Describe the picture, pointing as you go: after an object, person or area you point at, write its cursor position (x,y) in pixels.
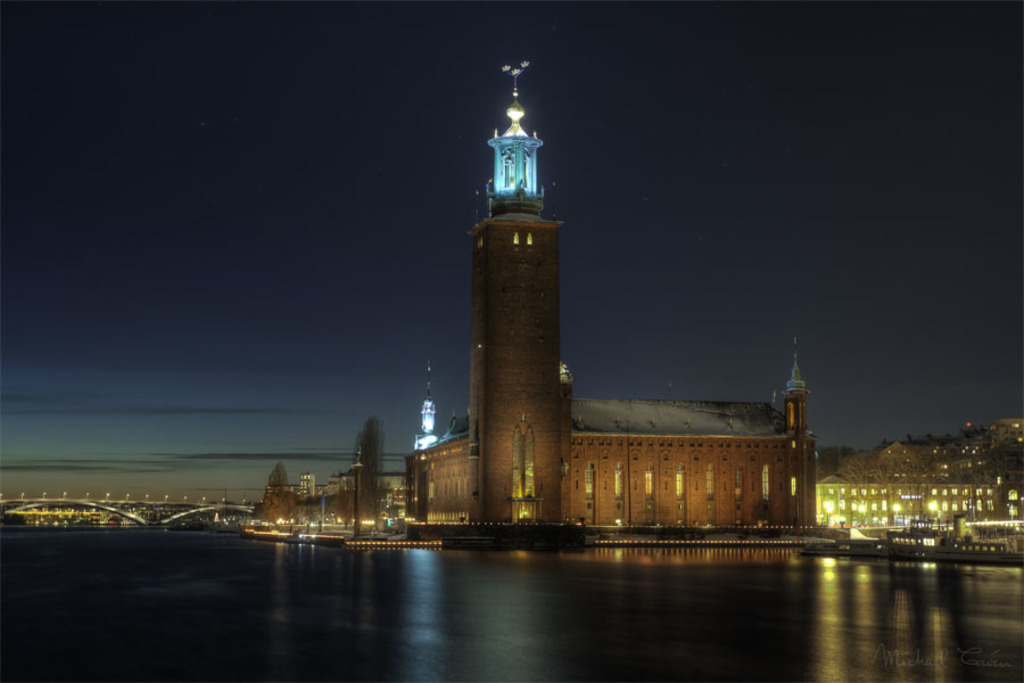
In this image, I can see the buildings (797,494), lights (865,508) and trees (1007,464). At the bottom of the image (445,652), there is water (431,637). On the left side of the image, I can see a bridge (181,514). In the background (269,346), there is the sky (721,102).
